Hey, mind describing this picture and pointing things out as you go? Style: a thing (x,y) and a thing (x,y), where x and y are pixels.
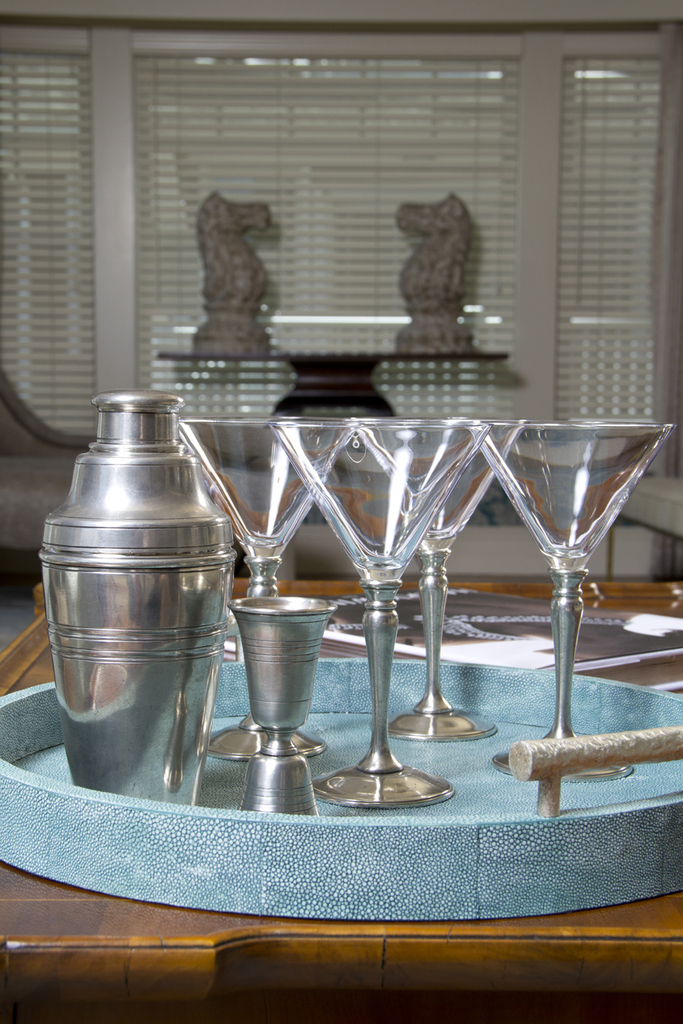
In this image we can see inside of a house (498,555). There are few drink glasses (414,527) and few other objects (343,719) in the image. There is a table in the image.
